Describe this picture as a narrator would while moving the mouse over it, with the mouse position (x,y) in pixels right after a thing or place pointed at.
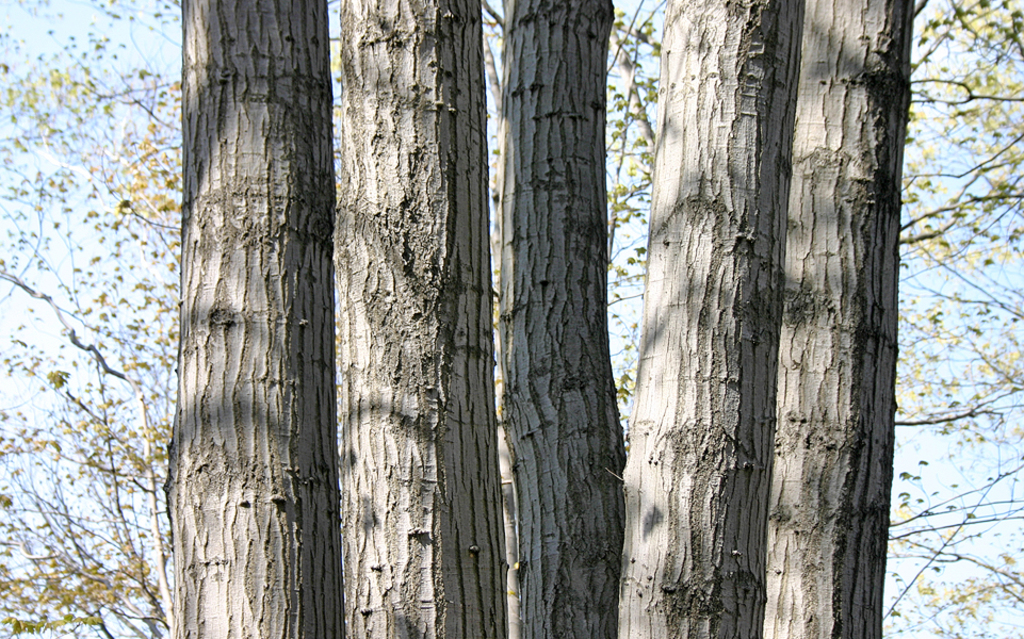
There are five tree trunks (485,343). In the background (117,309), I can see the branches (85,534) with leaves (903,515).
